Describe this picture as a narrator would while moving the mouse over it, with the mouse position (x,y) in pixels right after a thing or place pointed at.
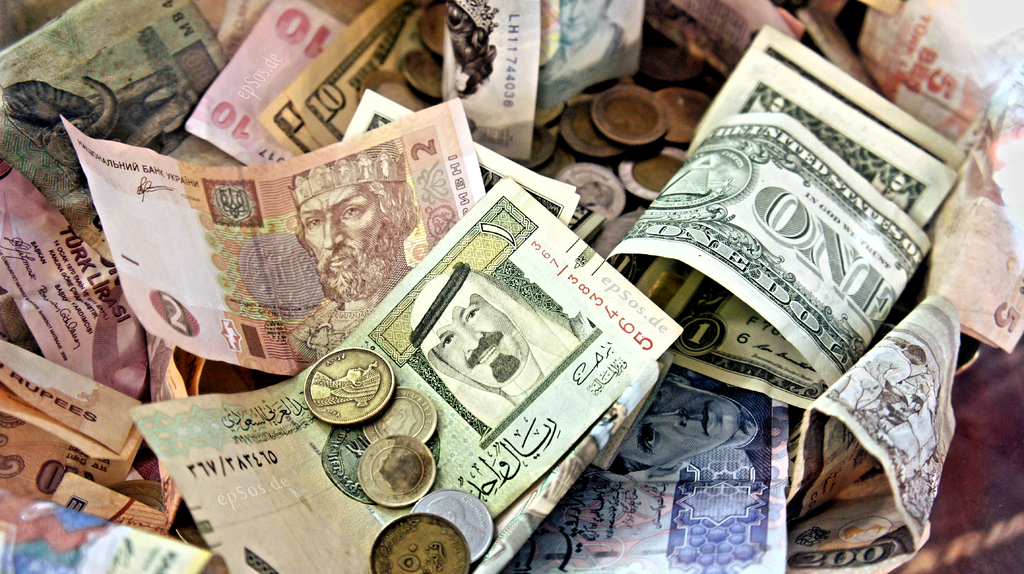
In this image there are many currency notes (646,491) and there are a few coins (365,408).
